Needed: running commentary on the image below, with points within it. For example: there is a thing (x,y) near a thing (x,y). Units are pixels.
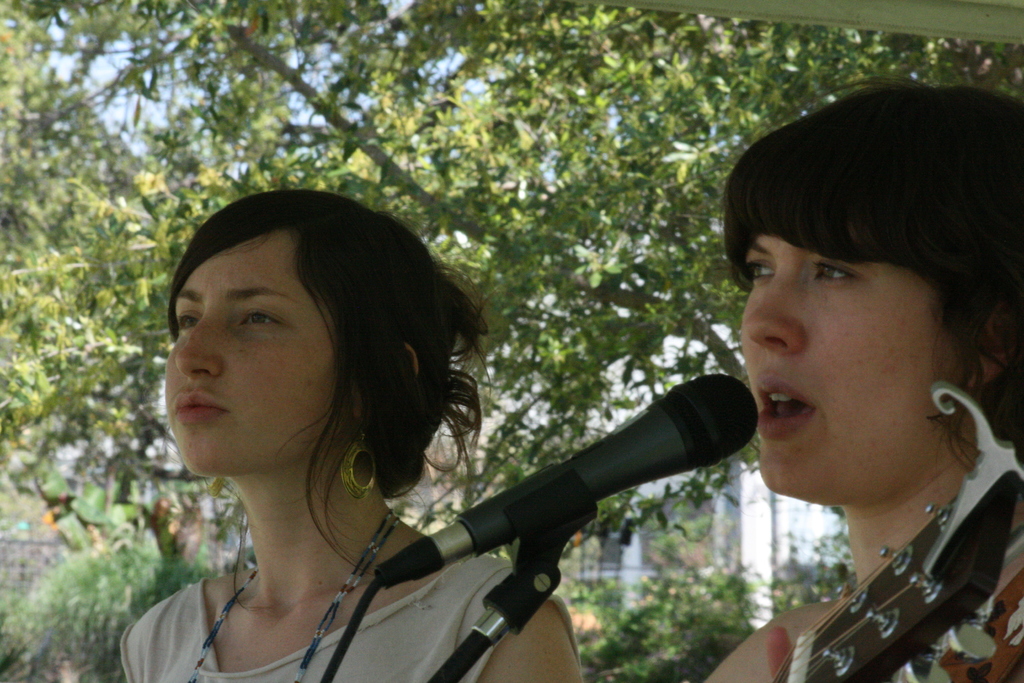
Here I can see two women (262,429). The woman (882,472) who is on the right side (870,397) is holding a guitar (876,604) and singing in the mike (630,456). Both are facing towards the left side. In the background (270,159), I can see the trees (590,208) and building (770,524).
